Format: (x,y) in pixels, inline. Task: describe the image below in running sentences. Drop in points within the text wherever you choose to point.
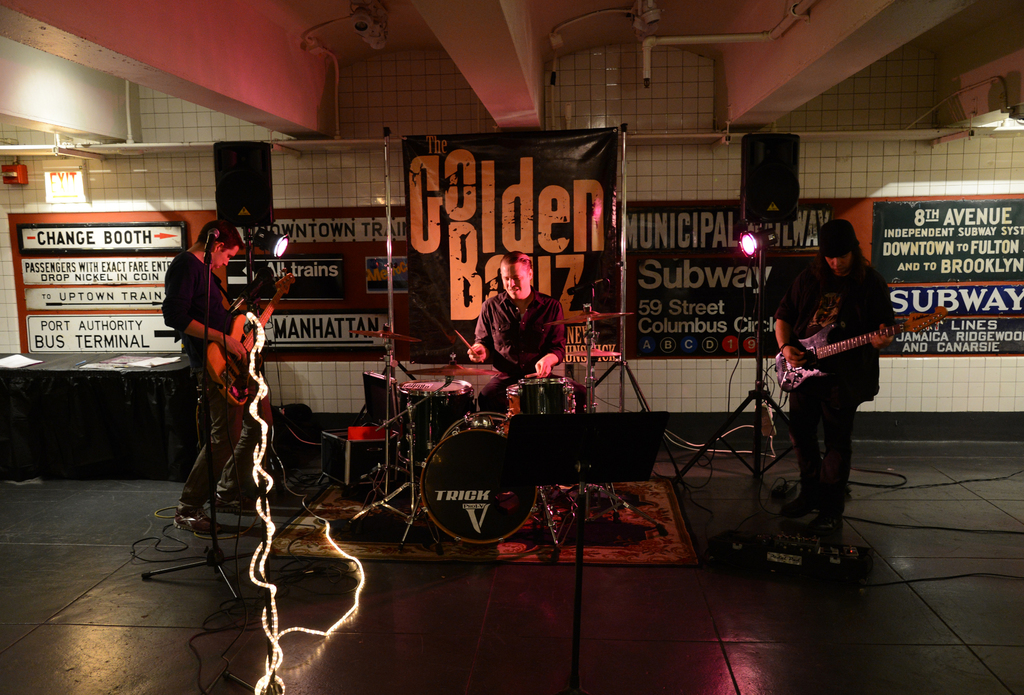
In this picture we can see two persons (855,380) are playing guitar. This is floor (672,619). Here we can see a man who is playing drums (485,489). On the background (877,164) there is a wall (864,161) and there is a banner (557,261). And this is light (747,255).
